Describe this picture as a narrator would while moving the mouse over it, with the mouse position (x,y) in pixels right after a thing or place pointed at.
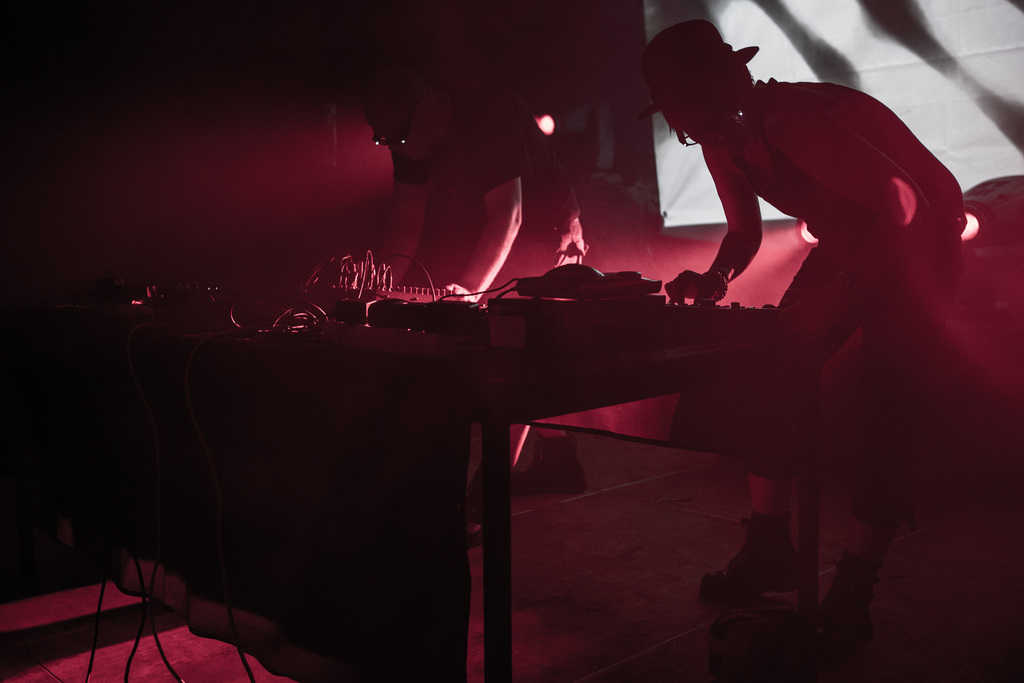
In this picture we can see a few wires (512,284) and some objects (563,277) on the table (115,309). We can see two people (521,165) standing. There are lights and other objects (788,222).
